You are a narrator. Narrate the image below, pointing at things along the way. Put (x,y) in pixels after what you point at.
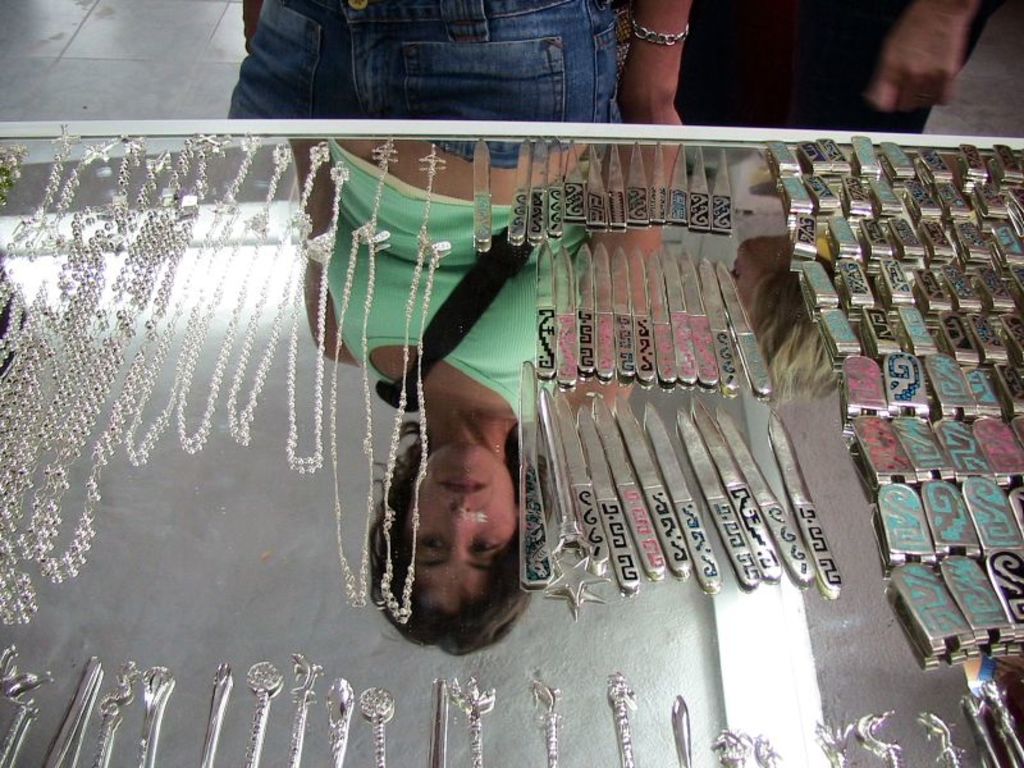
In this picture we can see two persons (823,35) are standing, in front of them we can see few chains (52,424) and other things (695,300) on the table (506,485).
